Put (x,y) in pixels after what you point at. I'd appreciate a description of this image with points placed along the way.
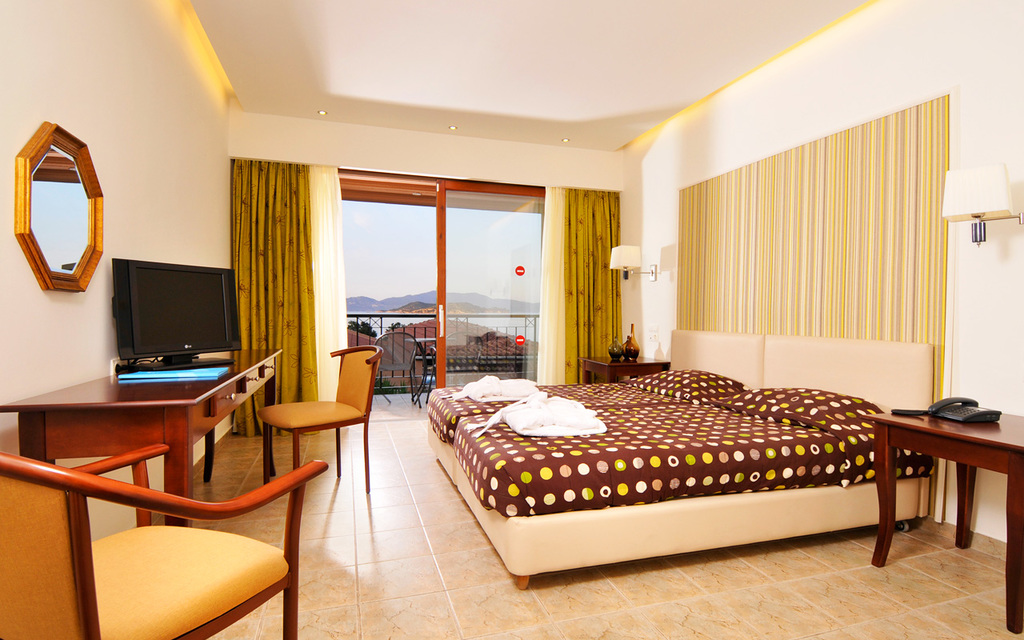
In this picture we can see inside view of the bedroom (515,477). In the front (527,447) we can see big bed (696,451) and wooden table (966,440) with the black telephone (949,401). Above we can see two hanging lights (958,193). In the background (404,313) we can see a glass window (476,321) with curtains (303,347). On the left side (196,386) we can see a wooden table (187,393), television (129,305) and mirror (82,184) on the wall (111,206).
